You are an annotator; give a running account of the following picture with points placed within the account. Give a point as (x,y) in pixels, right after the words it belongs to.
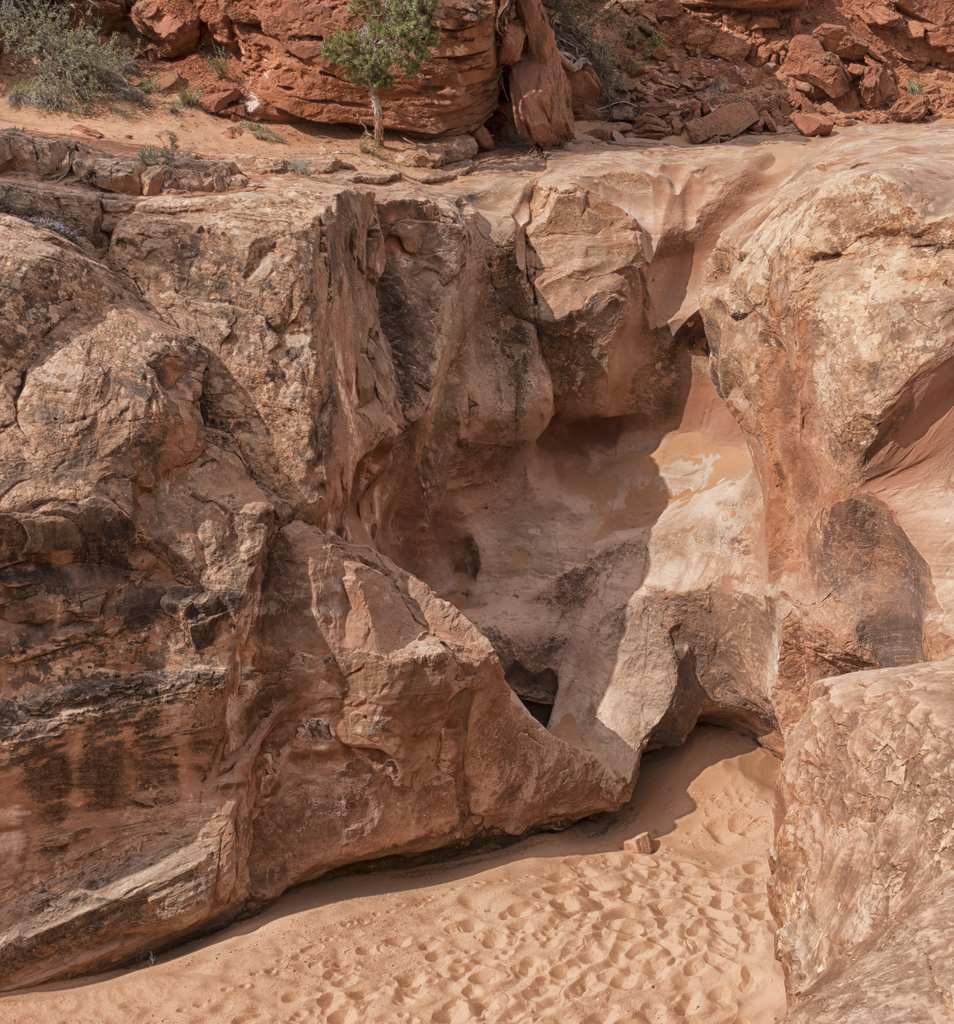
In this picture I can see there is a mountain (581,435) and it has some plants (42,10), rocks (648,95) and there is sand (556,980) on the floor (664,905).
